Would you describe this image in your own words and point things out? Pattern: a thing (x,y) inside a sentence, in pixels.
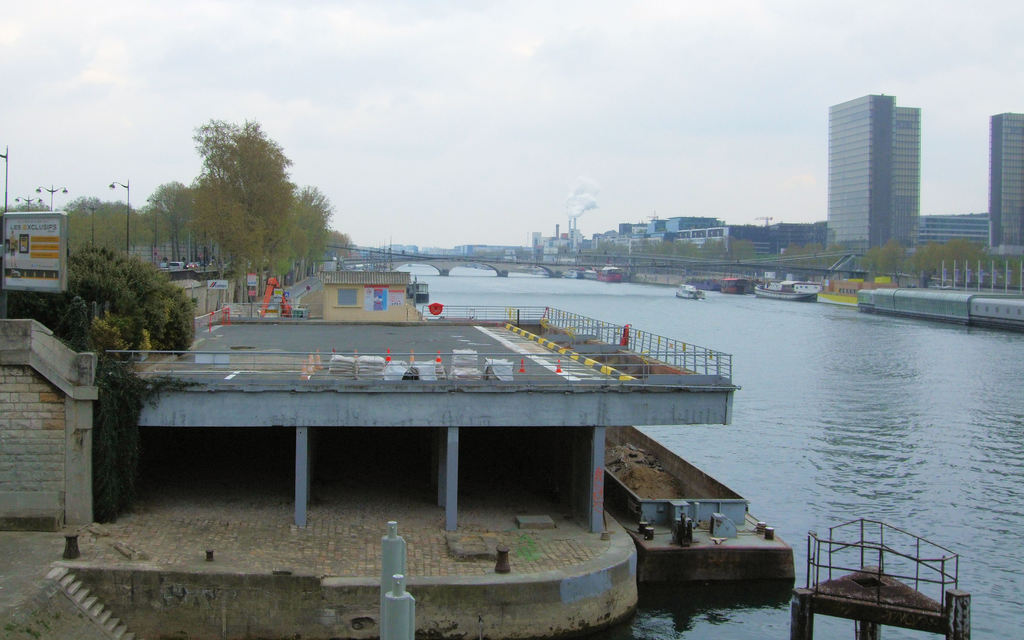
This image consists of a slab (222,424) along with the fencing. On the left (98,248), there are trees (226,177) and a board (54,230). On the right (806,229), there are buildings (780,229) and skyscrapers (906,245). In the middle (673,327), there is water (815,435). At the top (510,92), there is sky (510,92).
